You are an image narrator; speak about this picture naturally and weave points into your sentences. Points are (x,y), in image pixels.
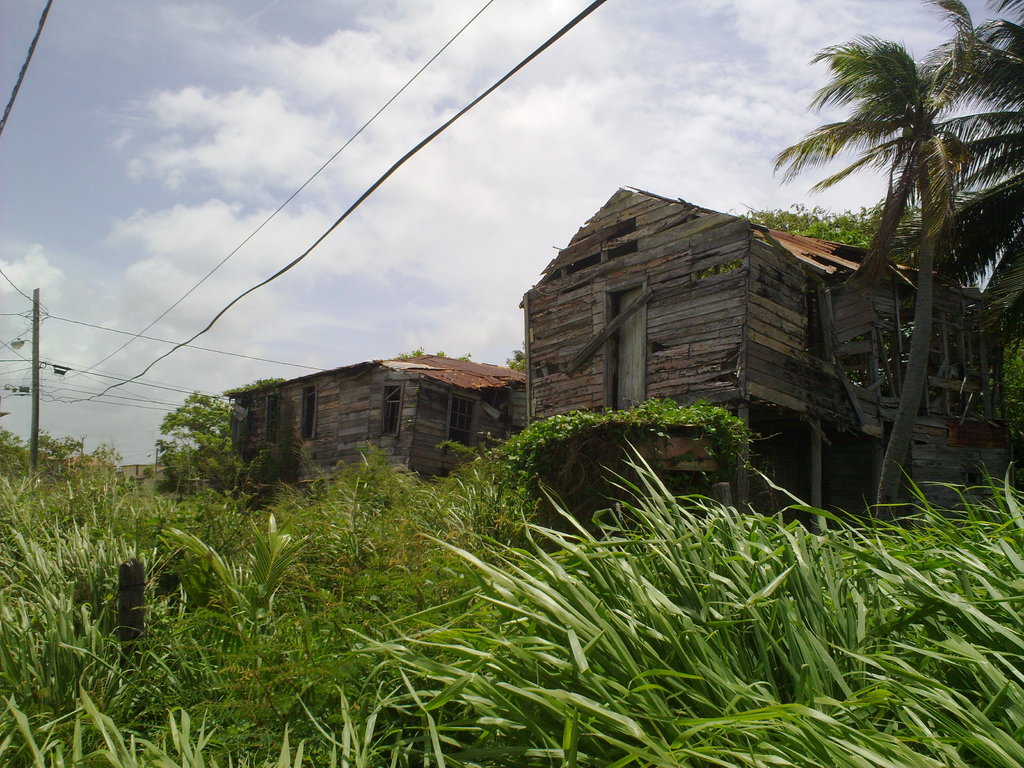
This image is taken outdoors. At the bottom of the image (383,742) there is a ground (298,751) with grass (471,698) and many plants (209,614) on it. At the top of the image (208,180) there is a sky (479,187) with clouds (603,115). In the middle of the image (378,385) there are a few trees (999,281) and there are two houses (420,398). On the left side of the image (40,309) there is a pole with a few wires (88,369).
